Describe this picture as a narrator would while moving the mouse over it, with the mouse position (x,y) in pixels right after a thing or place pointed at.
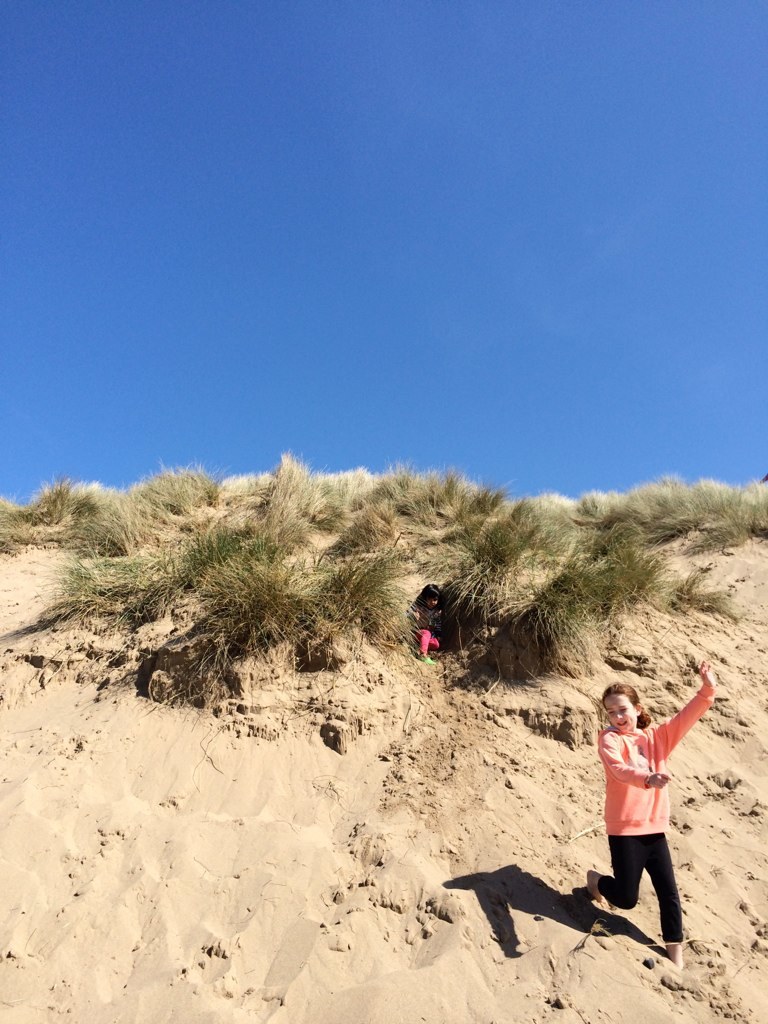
This picture is clicked outside. On the right (647,739) there is a girl (617,747) running on the sand (617,923). In the center (430,618) there is a kid (419,612) seems to be sitting on the ground (416,666) and we can see the grass (499,590). In the background (432,329) there is a sky (432,329).
